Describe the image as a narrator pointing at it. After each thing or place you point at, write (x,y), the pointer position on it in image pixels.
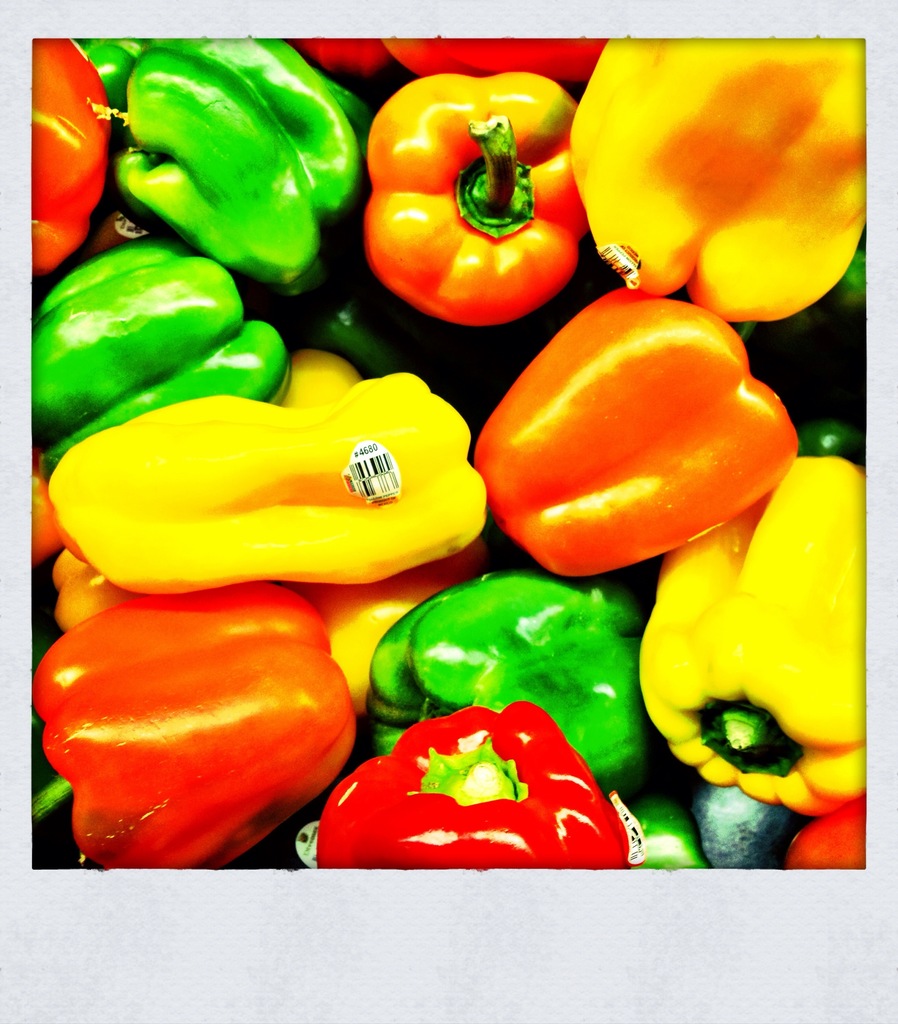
In this image there are capsicums (528,478) of different colors. Middle of the image (411,536) there is a capsicum (308,521) having a label (364,483) attached to it.
